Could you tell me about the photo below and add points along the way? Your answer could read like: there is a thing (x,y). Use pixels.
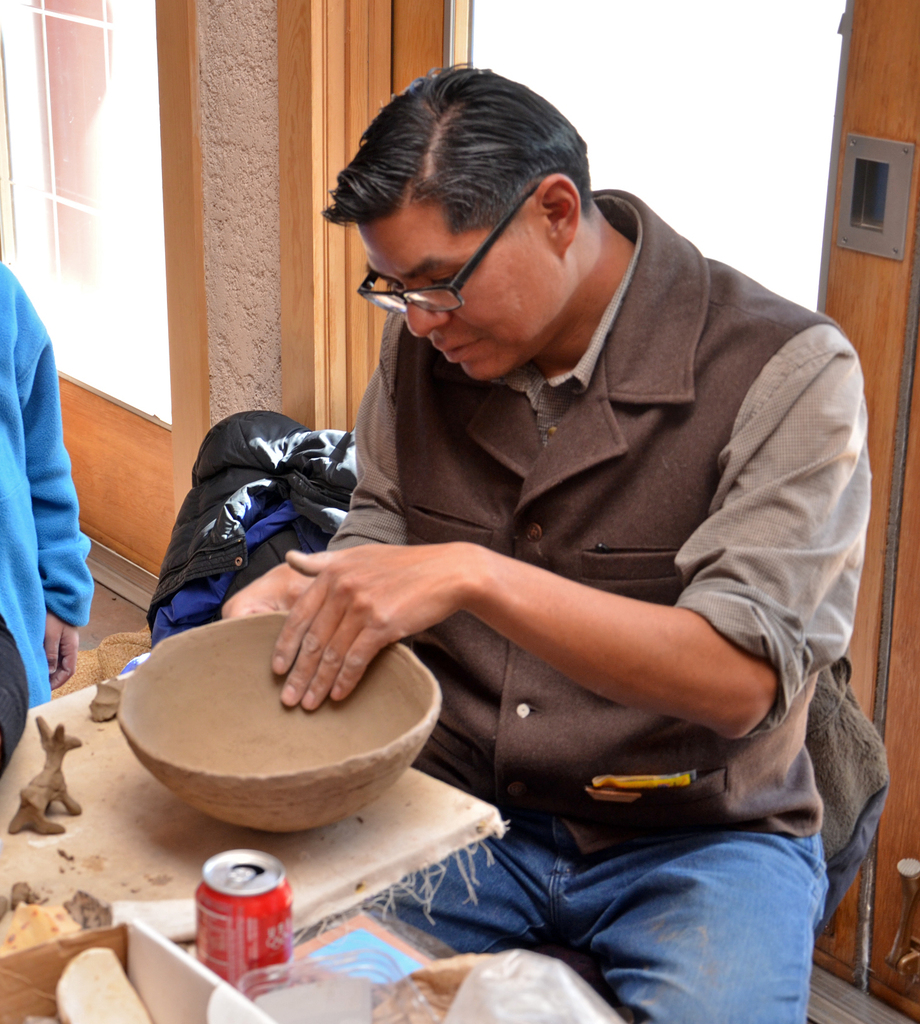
At the bottom of the image (209,868) there is a can (234,915), cardboard box (1,956) and some other things (331,952). Behind them there are few objects (53,761) on the table (36,864). Behind the table (97,762) there is a man (569,383) with spectacles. Beside him there is a jacket (246,514) on the floor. Behind him there is a glass door (839,190) and also there is a glass wall (133,357). On the left corner of the image (61,520) there is a person (17,401).
